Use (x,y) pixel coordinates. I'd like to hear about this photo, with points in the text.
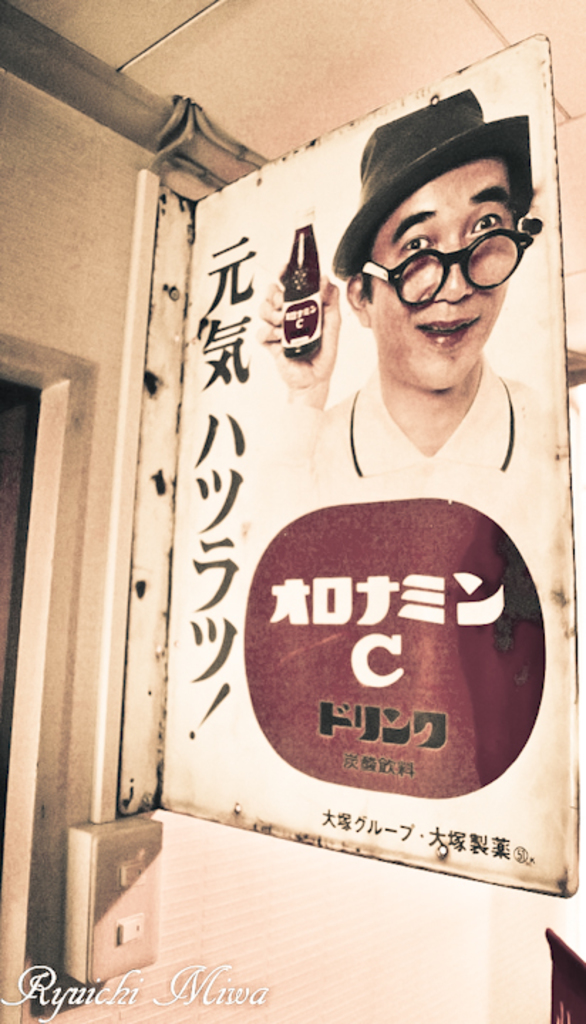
In this image there is a board (257,353) to a wall (180,919). On the board (424,415) there is text (370,708). There is image of a person (408,296) holding a bottle (300,312) in his hand (330,319). In the background (28,298) there is a wall (247,858). In the bottom left (178,980) there is text (148,987) on the image.
